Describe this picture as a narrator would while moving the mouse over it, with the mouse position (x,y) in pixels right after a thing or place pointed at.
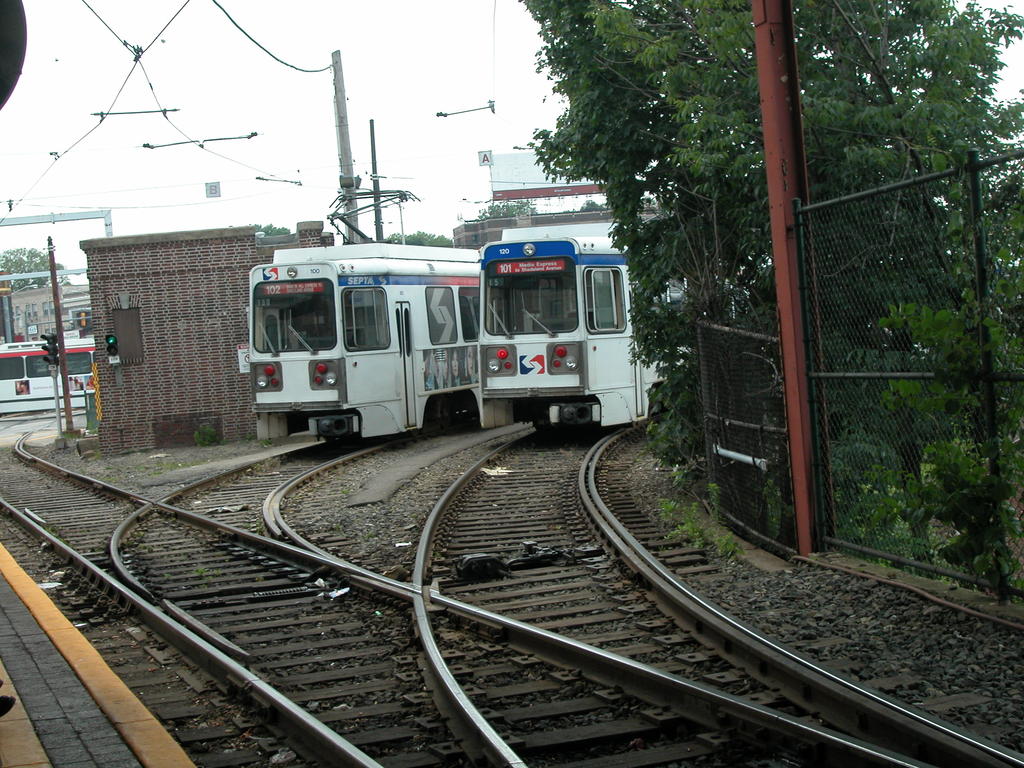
To the bottom of the image (251,601) there are many train tracks (469,703). And also there are two trains (429,370) on the track (435,508). To the right corner of the image (910,260) there is a fencing (780,465). Behind the fencing (812,267) there are many trees (936,114). And in the background (171,271) there is a room (189,295) with wall (194,302), electrical pole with wires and poles (57,281) with traffic signals (50,361). And in the background (197,30) to the top of the image (290,141) there is a sky (383,168). And to the bottom left corner of the image (52,628) there is a platform (27,699).
